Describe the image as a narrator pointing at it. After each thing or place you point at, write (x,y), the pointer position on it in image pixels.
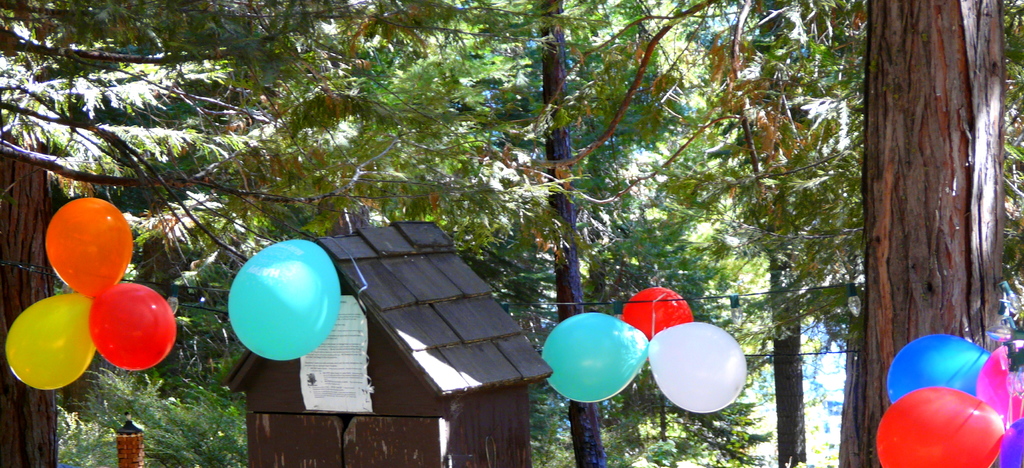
In this image, we can see colorful balloons (1000,425), wire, tree trunk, tree (176,370). Here we can see some shed (476,415) with doors (380,437) and poster (342,368).
